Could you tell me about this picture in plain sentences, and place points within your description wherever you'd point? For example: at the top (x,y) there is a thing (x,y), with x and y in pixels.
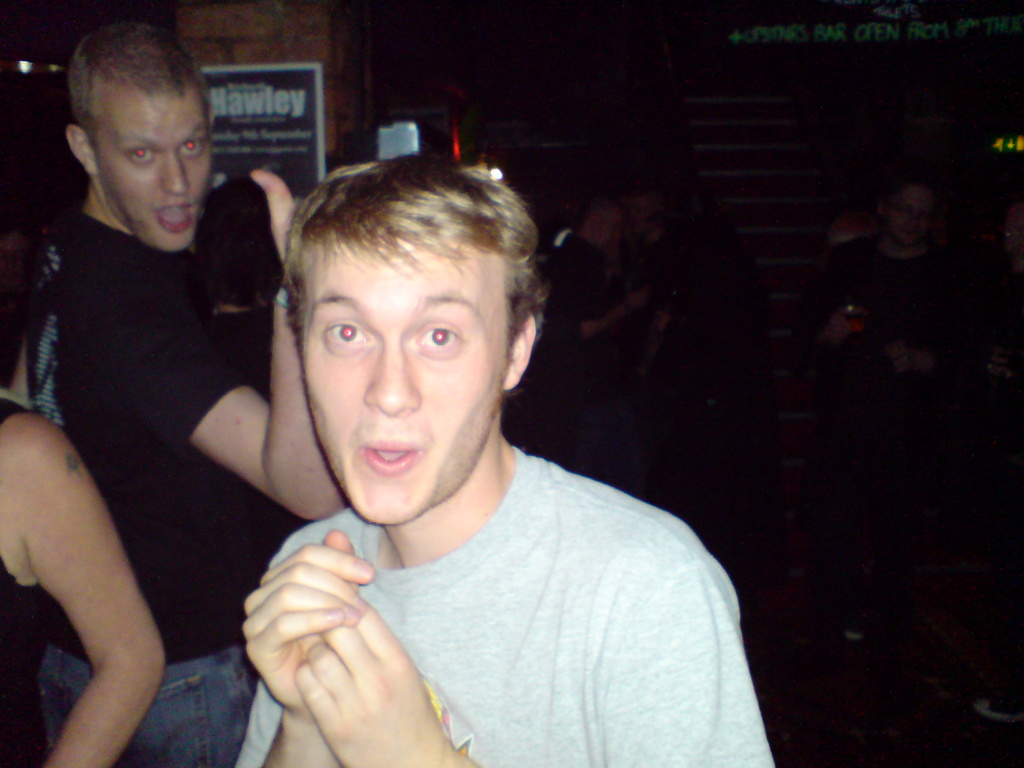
In this picture there are group of people (270,600) standing. At the back (309,106) there is a board (249,119) on the wall (341,41) and there is text (297,103) on the board (218,122). At the top right (755,33) there is text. At the bottom (872,668) it looks like a mat (881,656) on the floor (934,620).
